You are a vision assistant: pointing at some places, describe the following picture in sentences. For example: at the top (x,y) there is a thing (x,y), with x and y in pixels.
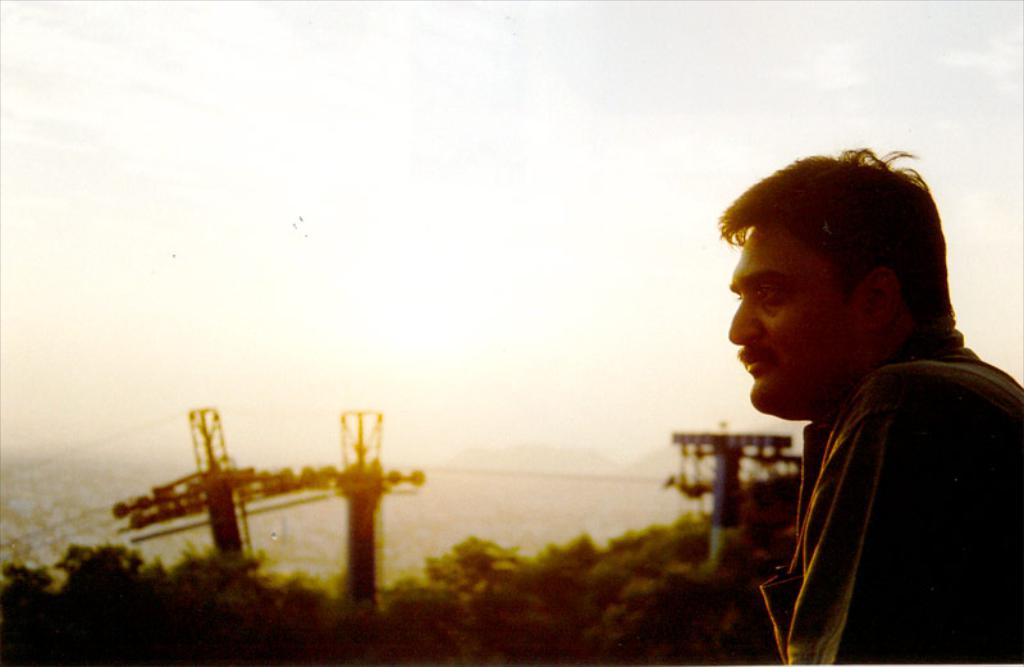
On the right side of the image (910,472) we can see one person (806,451) is standing. In the background (450,390), we can see the sky (532,77), clouds (625,104), trees (353,652), pole type structures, wires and a few other objects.
